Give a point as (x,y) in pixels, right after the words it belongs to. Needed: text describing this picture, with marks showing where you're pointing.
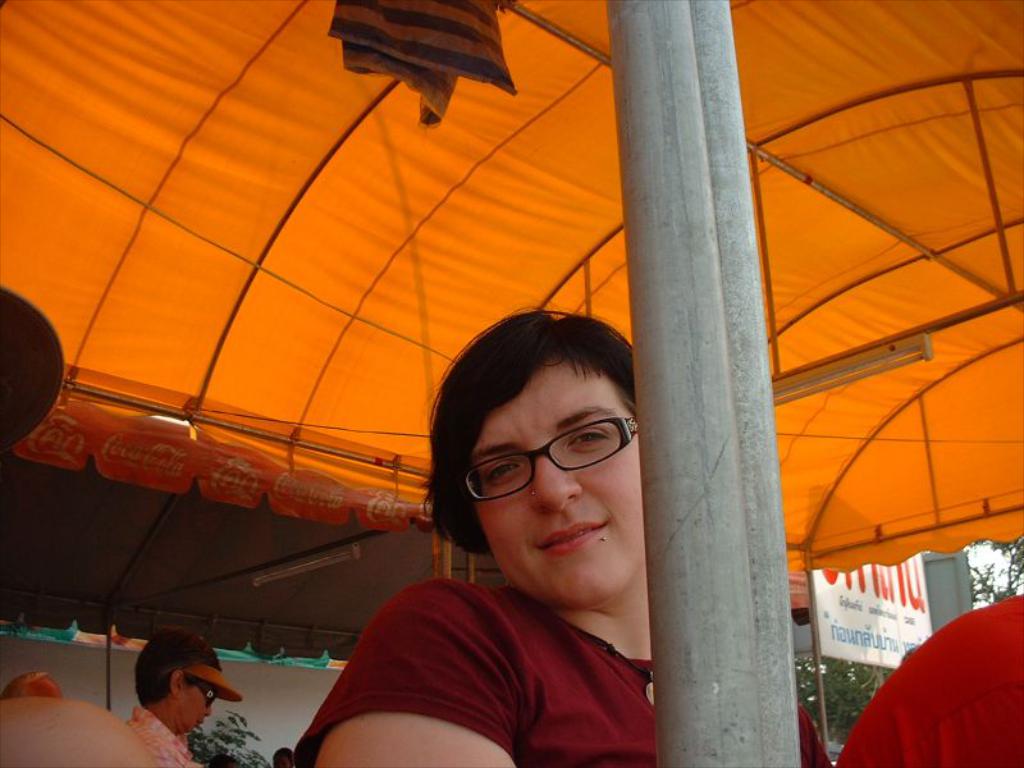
In the picture I can see a woman (536,541) wearing spectacles (570,467) and there is a pole (736,459) in front of her and there are few persons (220,692) behind her and there is an orange color object (420,186) above her and there are some other objects (300,654) in the background (293,639).
